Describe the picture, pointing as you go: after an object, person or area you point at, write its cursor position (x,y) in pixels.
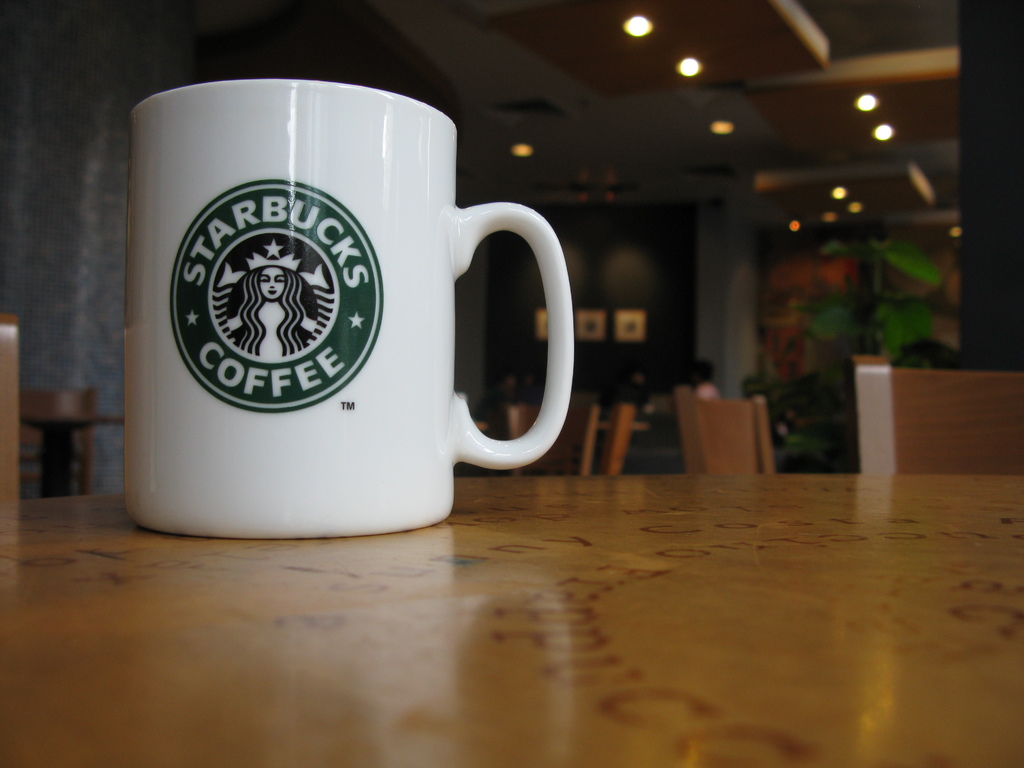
In this picture we can observe a white color coffee cup (298,366) placed on the brown color table (484,675). There are some chairs (724,452). We can observe a wall (656,326) in the background (654,306). There are some lights (631,22) in the ceiling (727,105).
